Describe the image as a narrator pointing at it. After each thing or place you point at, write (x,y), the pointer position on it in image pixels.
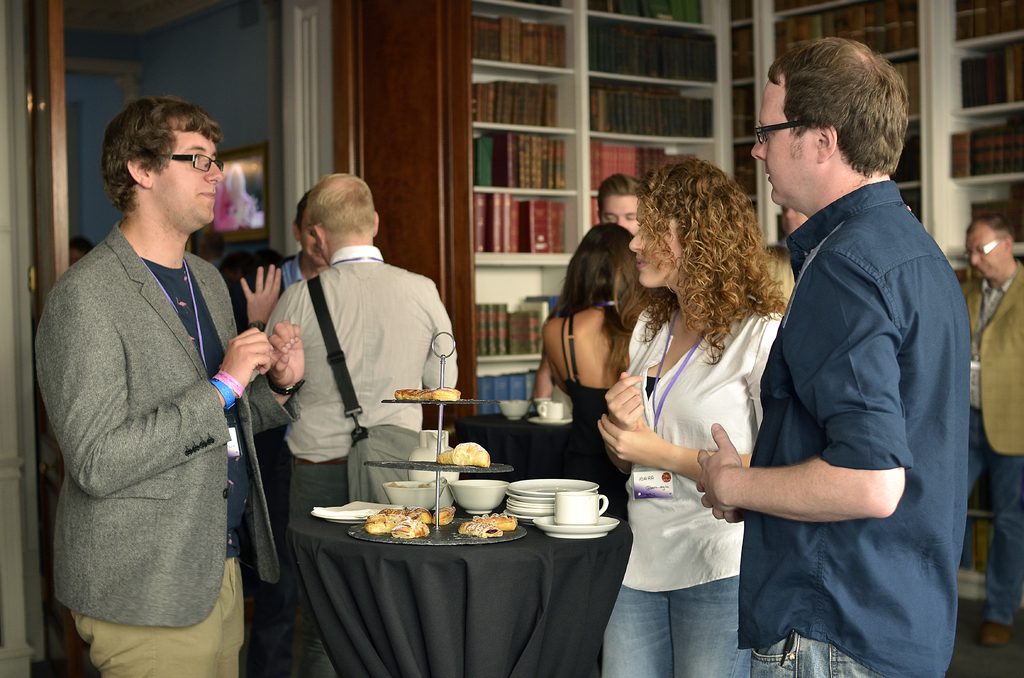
In the picture we can see two men (179,561) and a woman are standing and talking to each other they are wearing ID cards (193,290) with purple color tag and beside them we can see a table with black color table cloth (462,640) on it we can see cup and saucer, some plates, some food items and some food items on the stand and behind it we can see some people (1018,362) are standing and talking and behind them we can see a book rack (757,104) with full of books (961,135) in it and beside it we can see another room (118,22) with door (373,75).
